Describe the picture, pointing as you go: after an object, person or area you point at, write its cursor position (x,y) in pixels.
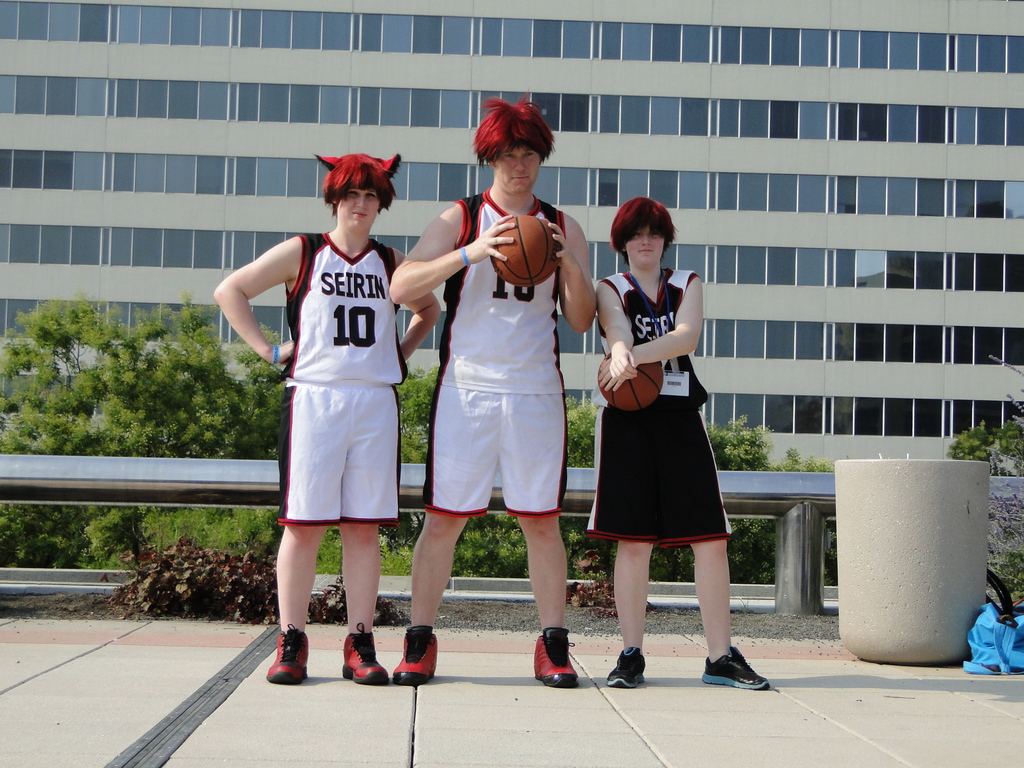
In this image I can see three people (508,359) standing and holding ball (547,268). Back I can see building (790,158), windows (841,328), trees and fencing (787,474).
